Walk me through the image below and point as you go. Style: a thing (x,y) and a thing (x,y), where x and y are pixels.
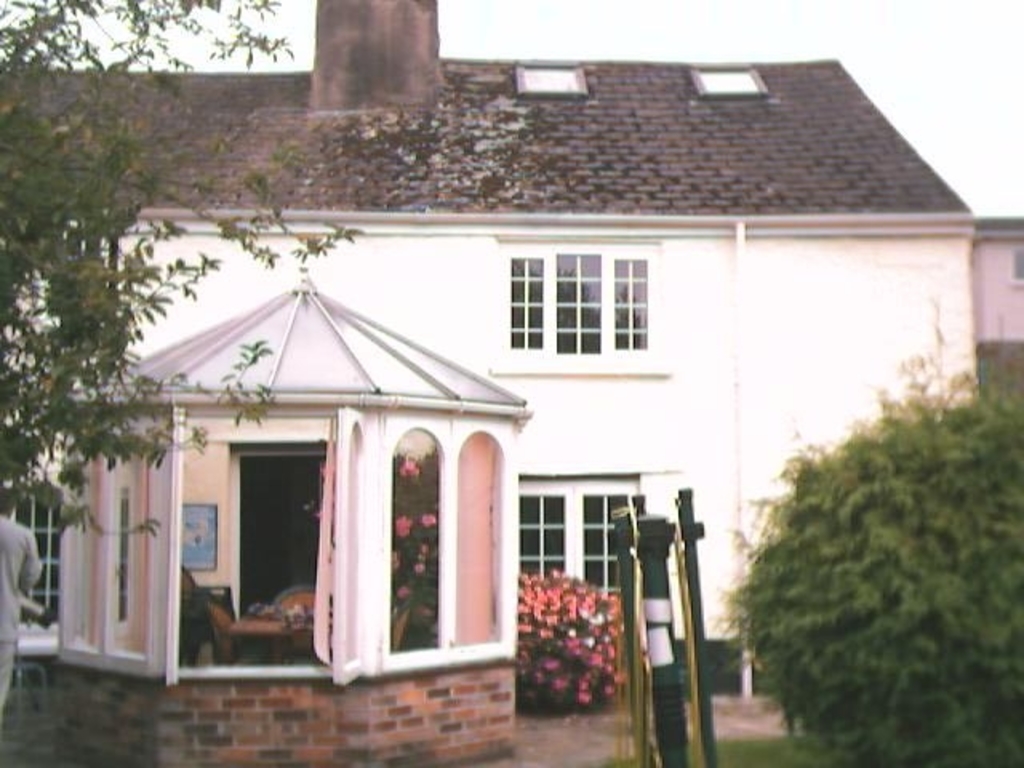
In this image in the center (497,442) there is a building (550,376). On the left side (14,569) there is a person (10,568) and there is a tree (73,293). On the right side (762,749) there is grass (782,744) on the ground (735,742), there is an object (660,627) which is black in colour, there is plant (563,620) and there is a tree (907,570).
